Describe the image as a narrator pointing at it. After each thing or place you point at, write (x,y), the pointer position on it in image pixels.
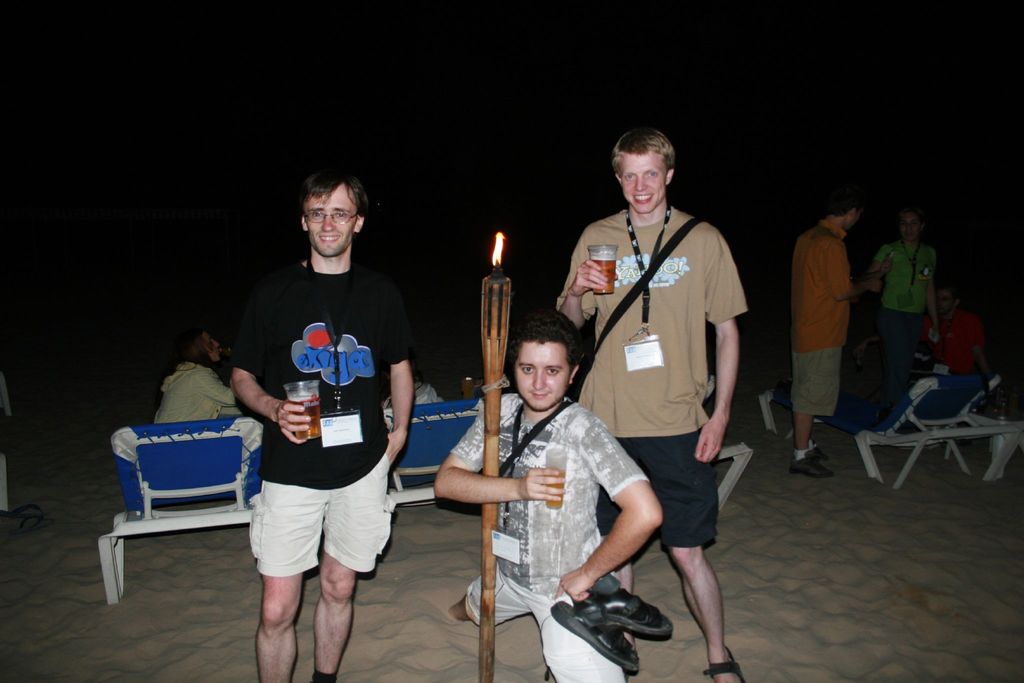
This image consists of few persons (390,307). In the front (515,580), we can see a person (524,485) holding a glass of beer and sandals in other hand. He is holding a stick (486,289) along with fire (496,260). At the bottom (181,639), there is sand (453,633). In the background (207,469), we can see the benches (217,459). The background (480,127) is too dark.
